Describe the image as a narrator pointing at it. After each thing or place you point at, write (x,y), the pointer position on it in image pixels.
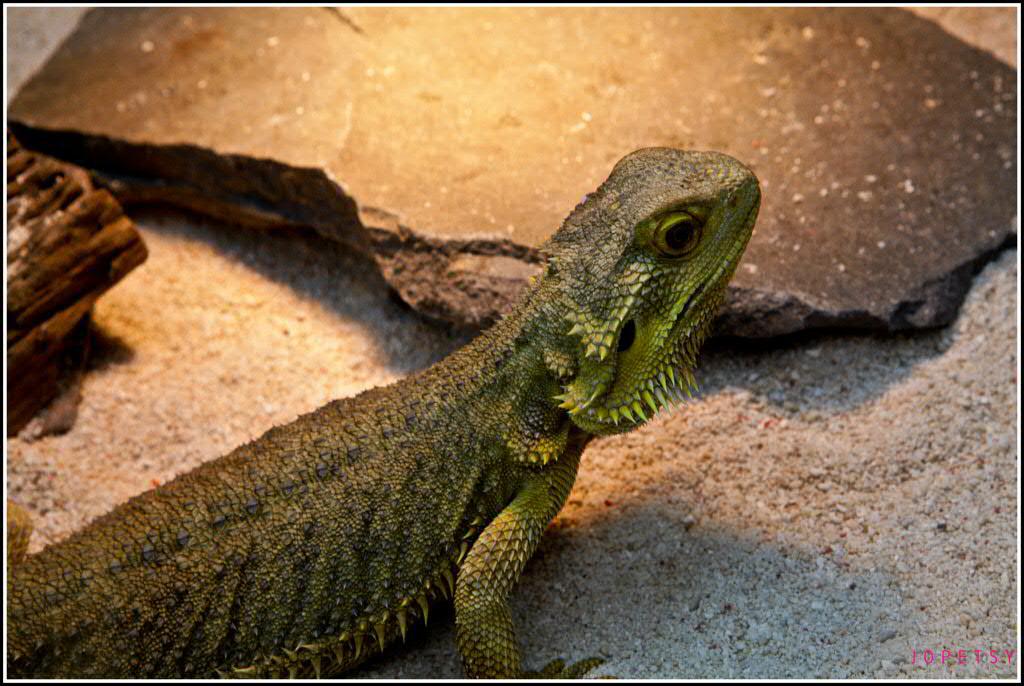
In this image, we can see a reptile (451,508) on the ground (767,604). Back Side, we can see stone (333,217) and wooden object (83,269). Right side (945,658) bottom corner, we can see a watermark (959,662). The borders of the image, we can see black color.
